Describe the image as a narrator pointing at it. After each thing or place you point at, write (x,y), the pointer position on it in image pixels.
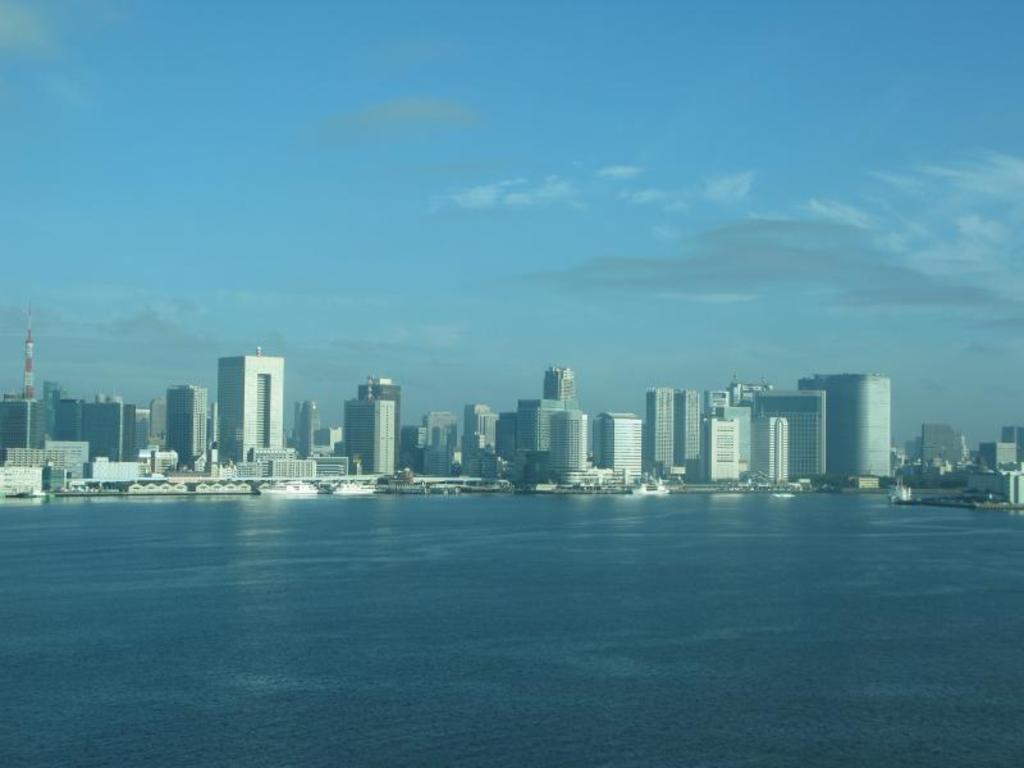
In this picture we can observe a river (664,609). There are some ships (338,486) floating on the river (353,636). We can observe buildings (272,446) and a tower (30,386) on the left side (26,364). In the background (273,238) there is a sky (378,187) with some clouds (764,217).
